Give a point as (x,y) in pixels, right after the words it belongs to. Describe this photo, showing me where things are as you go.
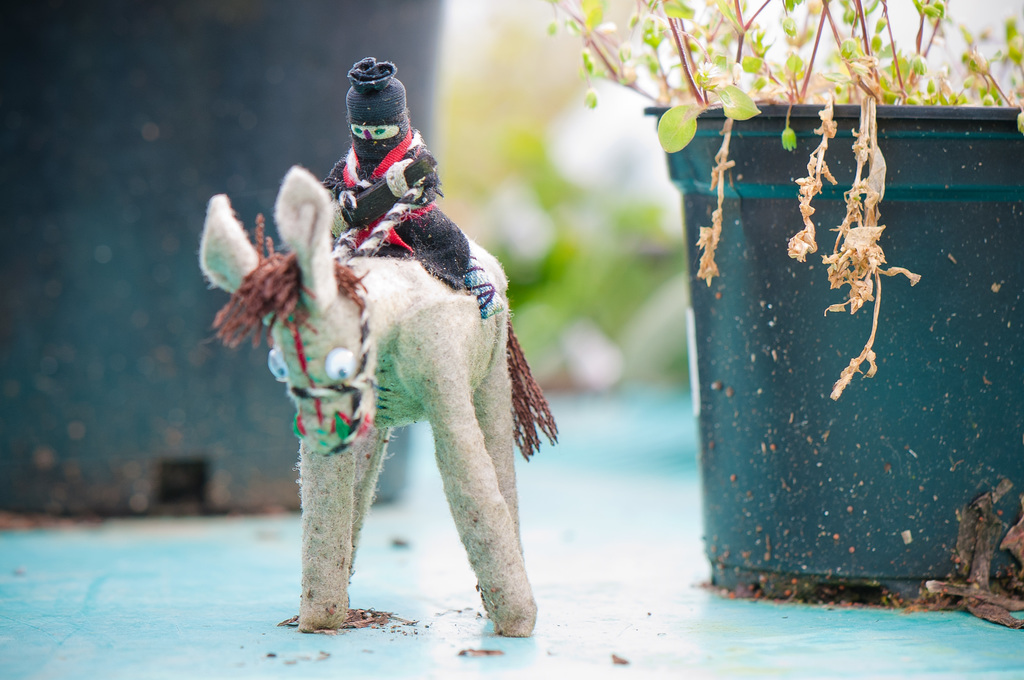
In this image I can see a toy (318,387) which is in cream and black color, background I can see a plant (759,76) in green color and the sky (463,30) is in white color.
